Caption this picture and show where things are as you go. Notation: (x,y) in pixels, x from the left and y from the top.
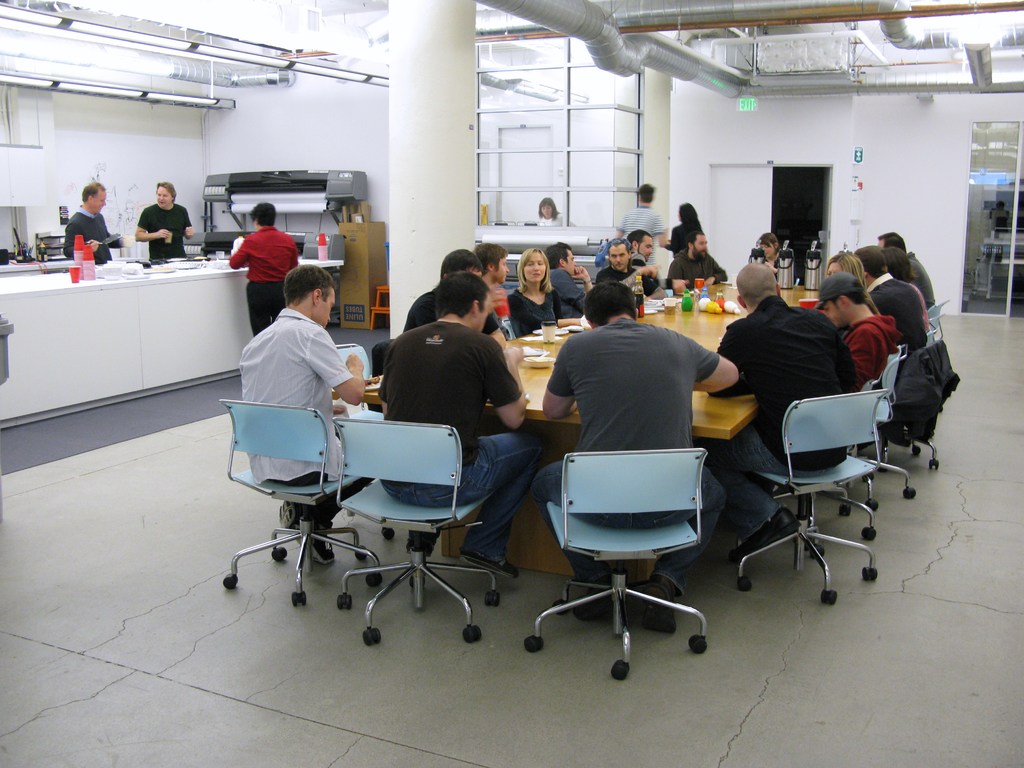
In this picture we can see some persons (643,271) are sitting on the chairs (622,537). This is table (720,414). On the table (739,406) there are bottles (750,253) and glasses (549,338). This is floor (857,607). Here we can see three persons (254,331) are standing on the floor (150,565). These are the bowls (120,265). On the background (805,171) there is a wall (899,182) and this is door (758,213). Here we can see a pillar (447,198).
